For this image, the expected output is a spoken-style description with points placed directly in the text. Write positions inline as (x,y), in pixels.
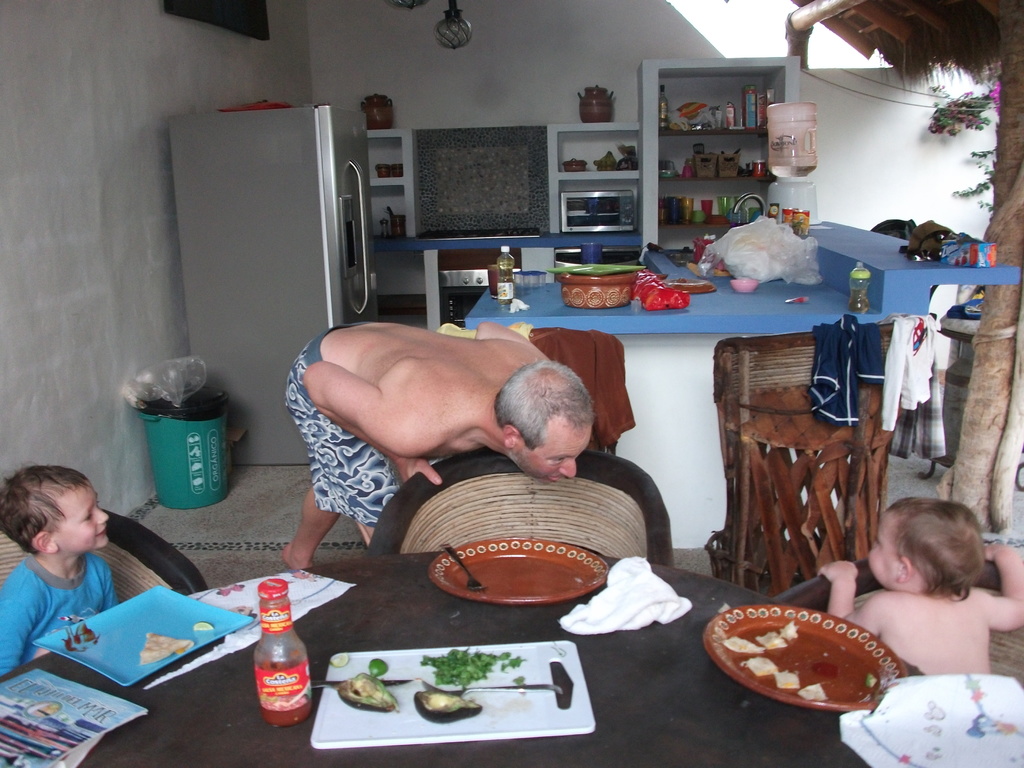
In this image, two kids (29,613) are sat on the chair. In the middle (484,443), man (440,413) is stand near chair (460,483). At bottom (590,593), there is a black table (637,730), few items (853,723) are placed on it. Background (762,264), we can see a kitchen platform (665,321), few items (747,267) are there on it. There is a microwave oven (611,210), pot (596,121), plants (934,122), trees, refrigerator (330,266), dustbin (193,447) and wall (127,283) we can see here.
